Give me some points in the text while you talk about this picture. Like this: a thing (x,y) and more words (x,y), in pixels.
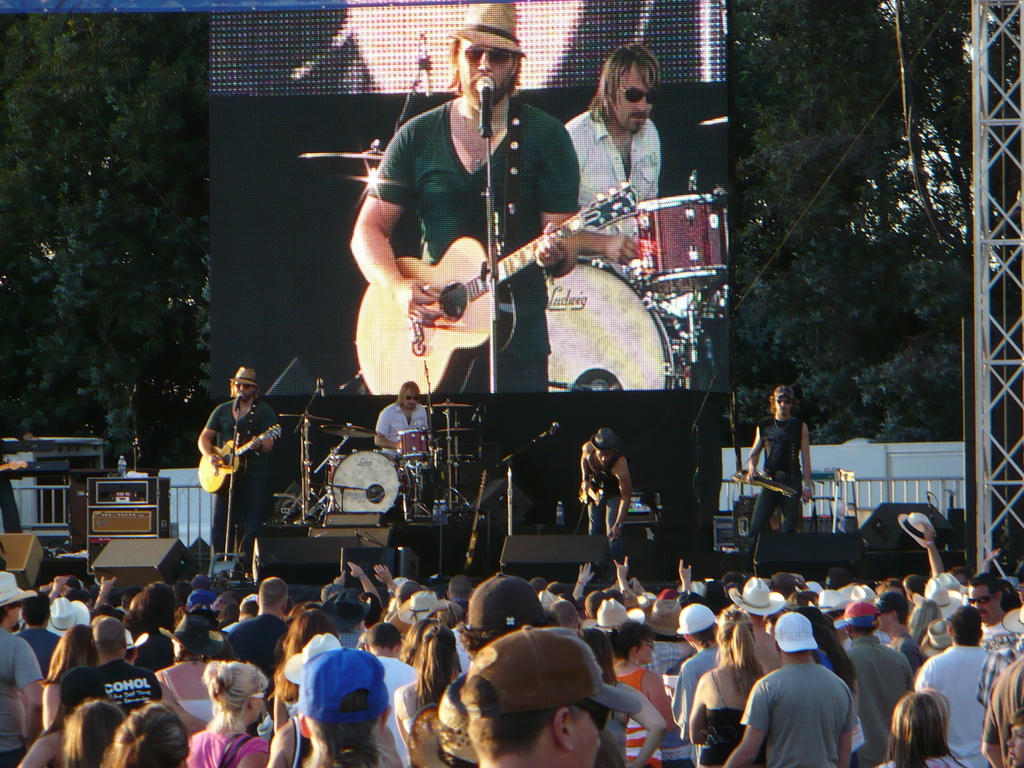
In the given image we can see there are many people (514,609). This is a musical band (355,482). This is a screen (364,341). Back of the stage (356,436) there are many trees (138,159). These are the audience (827,704) who came to see the show.
